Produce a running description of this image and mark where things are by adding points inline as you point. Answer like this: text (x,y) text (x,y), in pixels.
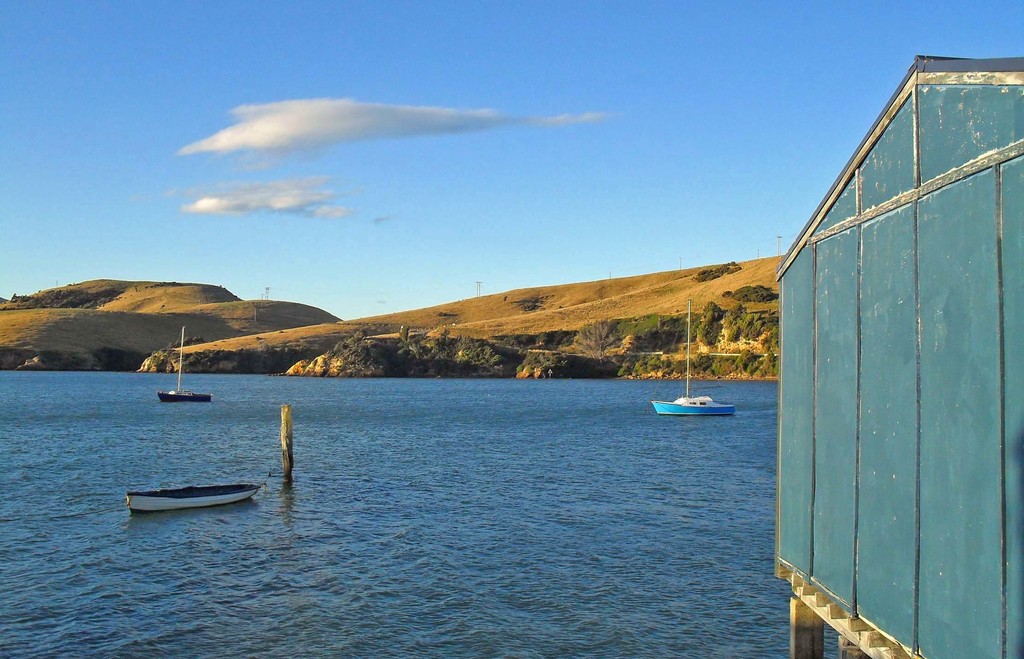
In this image there are boats (174,502) and some poles (286,474) in the water (347,505), on the right side of the image (920,339) there is a wooden house (861,433), in the background of the image (437,324) there are trees (408,343) and mountains (263,314), on the mountains (402,315) there are poles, at the top of the image (253,163) there are clouds (266,204) in the sky (117,230).
